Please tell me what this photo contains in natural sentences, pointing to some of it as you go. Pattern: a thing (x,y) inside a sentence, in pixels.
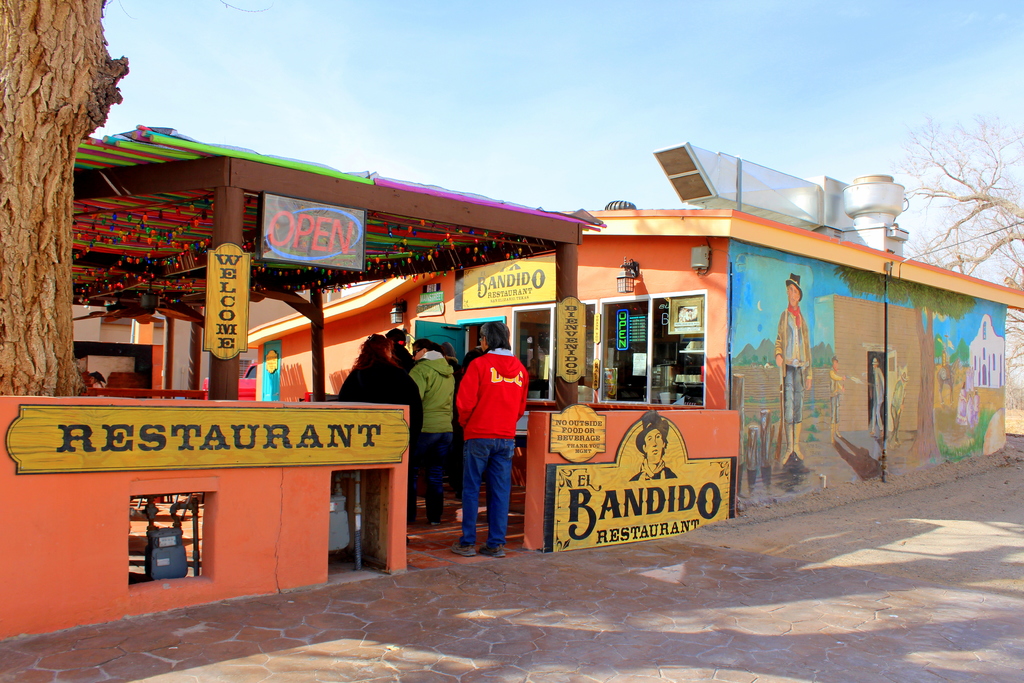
There are people (504,394) in the center of the image (444,397) inside a restaurant (439,308) and there is a trunk (30,236) on the left side (17,372) and there are posters (372,430) and painting (765,369) on the restaurants (626,214), it seems like a chimney (671,177) on the roof (708,211) and there is a tree (983,204) on the right side (1007,158) and there is sky (483,126) at the top side of the image (546,99).
